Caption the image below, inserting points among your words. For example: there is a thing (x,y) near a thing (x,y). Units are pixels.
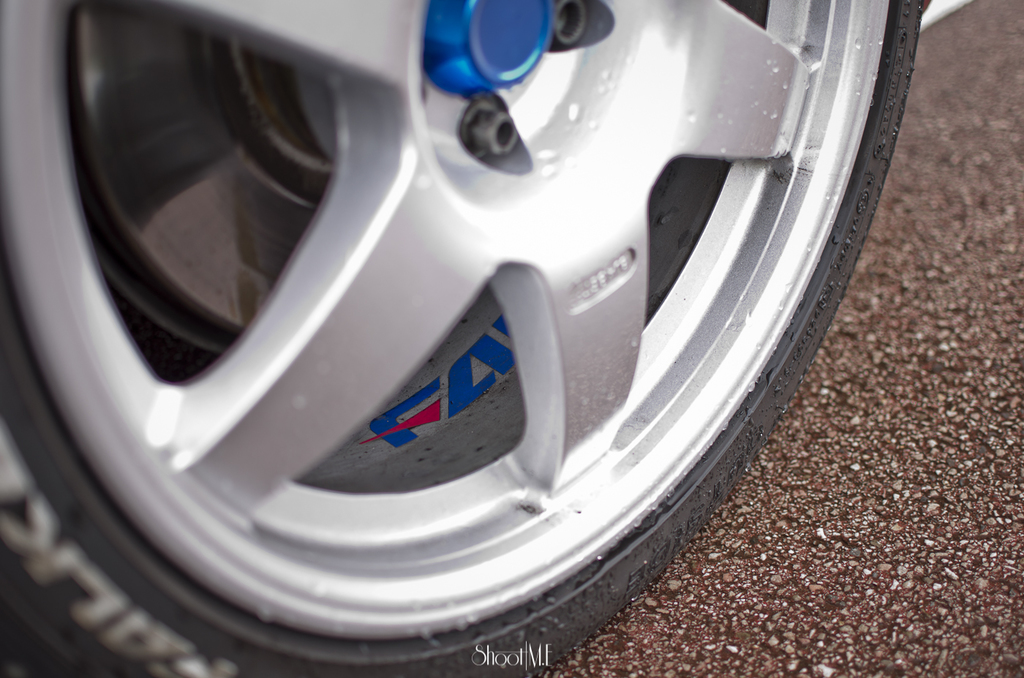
In this image I can see a wheel (795,203) of a car (222,447) on the road (922,469). This image is taken during a day.
